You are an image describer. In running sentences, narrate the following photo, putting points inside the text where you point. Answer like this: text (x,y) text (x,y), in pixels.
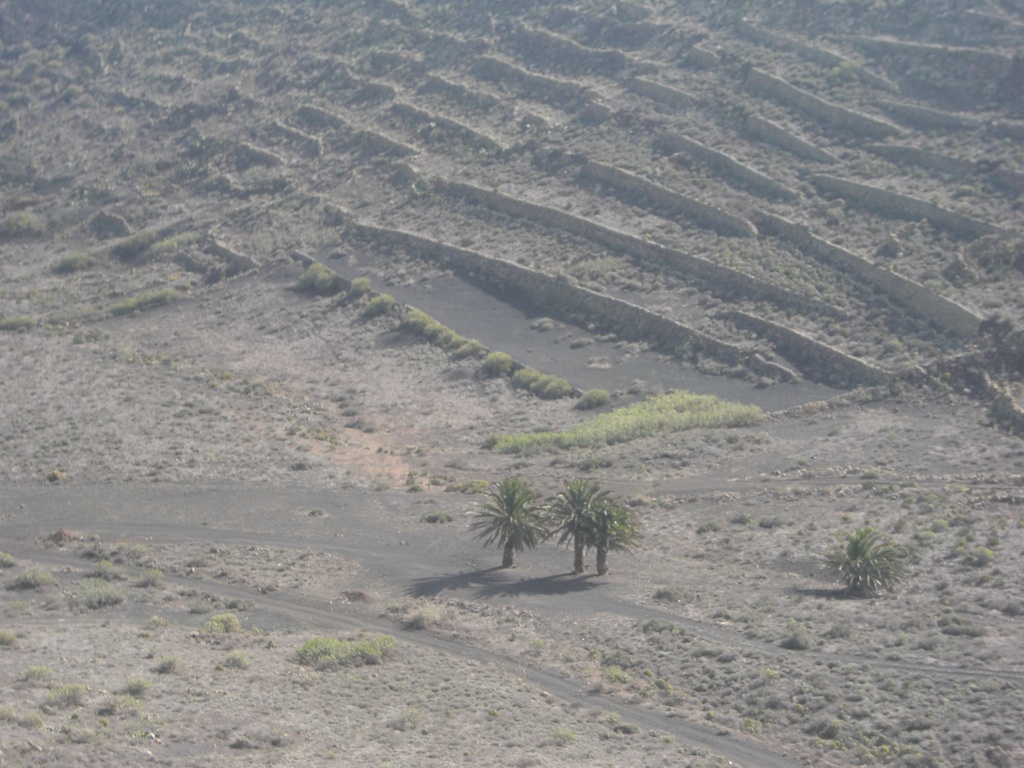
In this image I can see few plants (563,504) and there is land (630,583).
